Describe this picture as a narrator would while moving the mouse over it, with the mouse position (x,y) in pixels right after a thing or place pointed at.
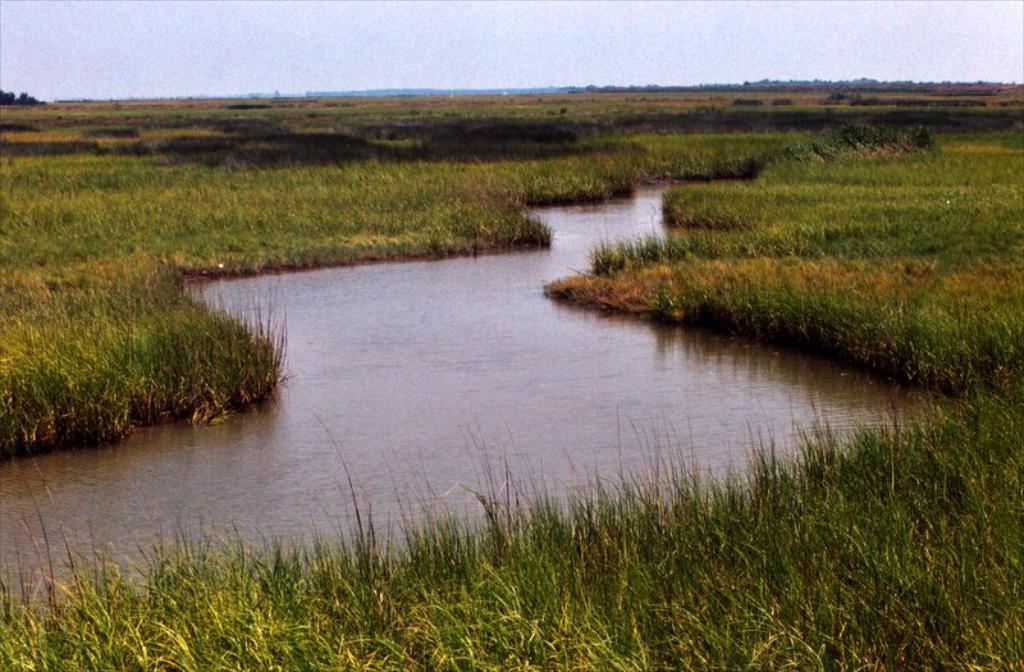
In this image I see the grass (538,141) and the water (566,231) over here and in the background (393,39) I see the sky (666,19) which is clear.
